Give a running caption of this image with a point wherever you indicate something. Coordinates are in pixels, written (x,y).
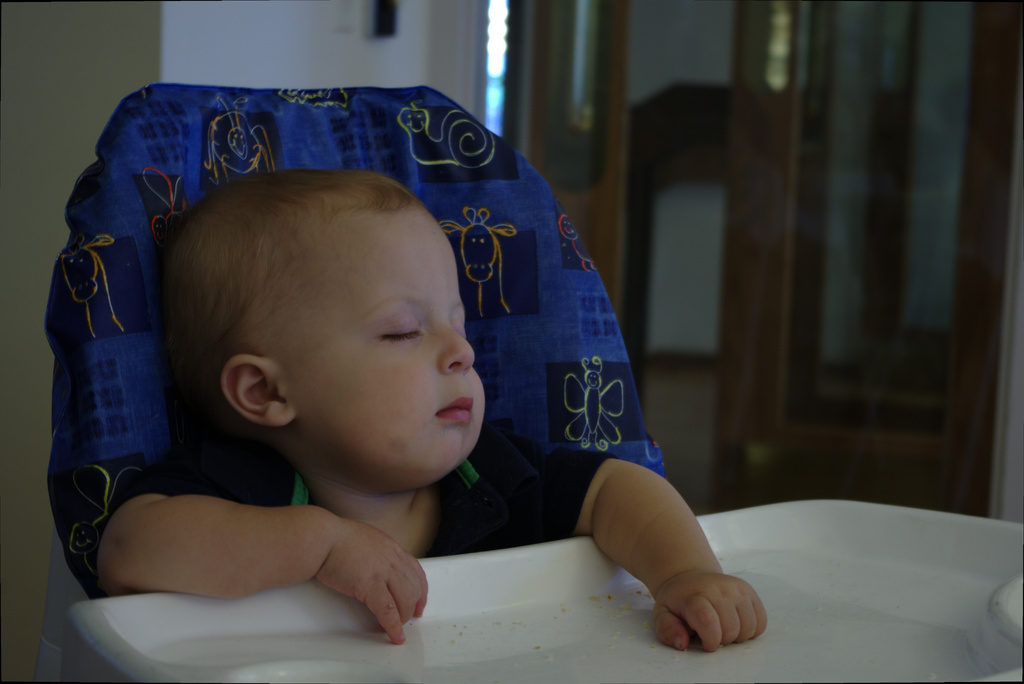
In this image, we can see a baby (626,467) sitting in a chair (295,145) in front of the table (532,665). There is a door (608,205) in the middle of the image (612,253).
